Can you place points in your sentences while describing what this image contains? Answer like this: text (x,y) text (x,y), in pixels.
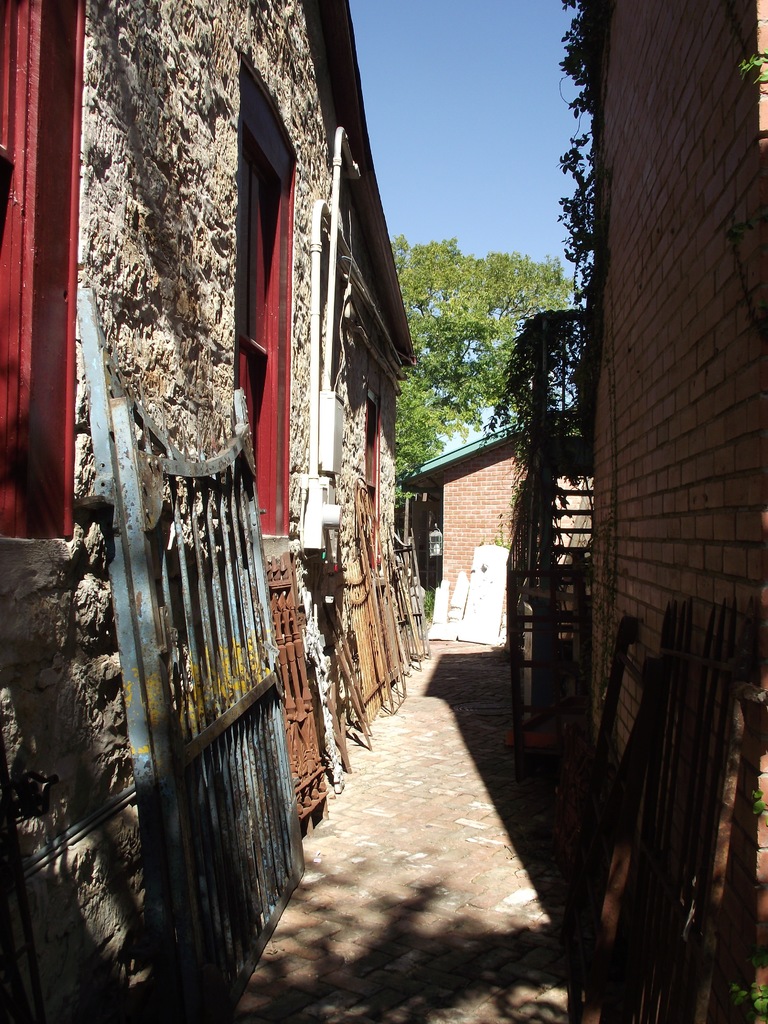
In this picture we can see a path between the two building walls (140,139), on one building (103,316) we can see red windows (8,358) and railing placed on it, from the path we can see a house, a tree (425,409) and sky (465,195).
